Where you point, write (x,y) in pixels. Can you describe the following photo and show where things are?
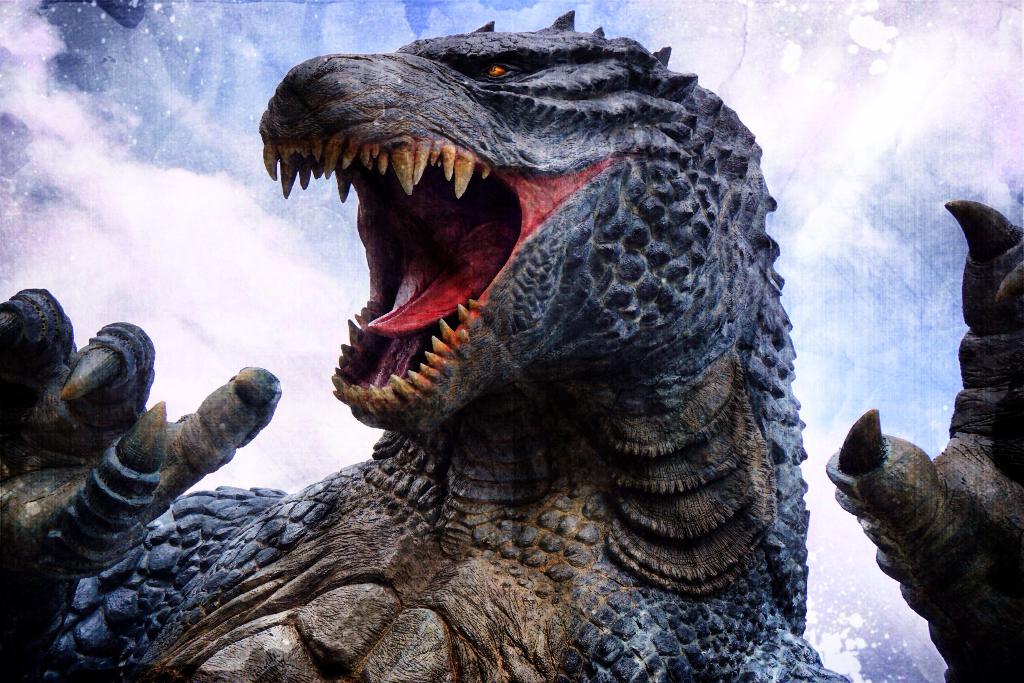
In this image there is a Godzilla statue (713,317). There are clouds (247,216) in the sky (898,153).
